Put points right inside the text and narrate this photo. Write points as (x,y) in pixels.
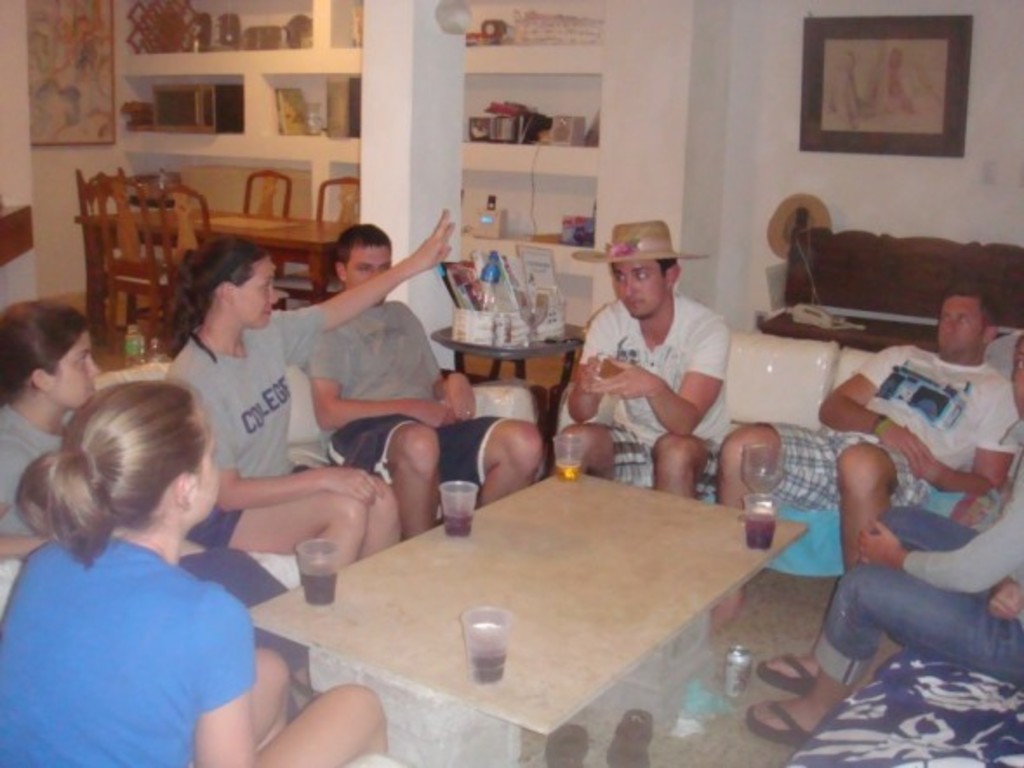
There are many people (139,494) sitting around a table (622,558) in this picture. There are men (447,386) and women (125,638) in this group (157,657). On the table (535,567) there are some glasses (312,588) with some drink (761,531) in it. In the background (851,104) there is a wall (711,160) to which a photograph (860,94) is attached. There is a table (495,344) on which some accessories (499,307) were placed. We can observe a table (240,216) and shelf (293,138) here.
